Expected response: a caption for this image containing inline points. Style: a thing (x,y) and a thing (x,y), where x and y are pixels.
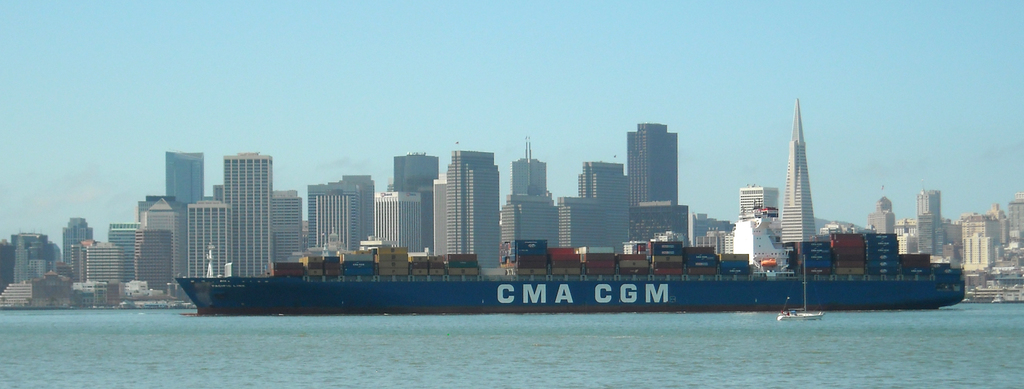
In this image I can see the water (853,319), a boat (792,314) and a huge ship (446,296) which is blue in color on the surface of the water (877,320). In the background (283,260) I can see few buildings (274,238) and the sky (730,157).
